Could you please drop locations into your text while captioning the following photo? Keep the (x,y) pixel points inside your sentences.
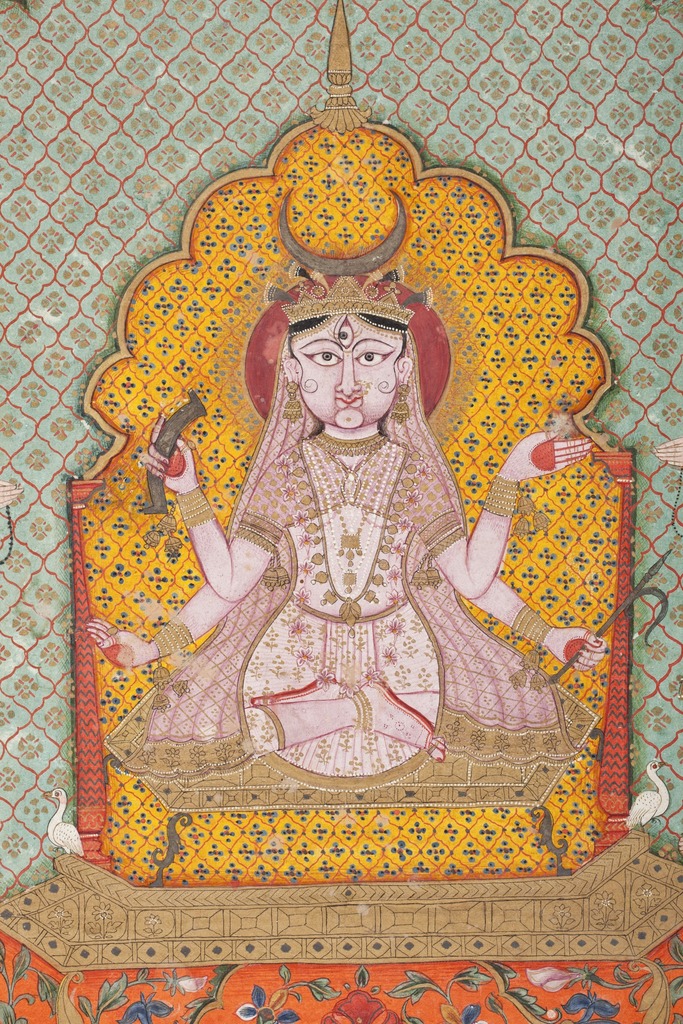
In this picture we can see the picture of a goddess (305,305), might be on a wall (3,353) or on a stone (279,440).
